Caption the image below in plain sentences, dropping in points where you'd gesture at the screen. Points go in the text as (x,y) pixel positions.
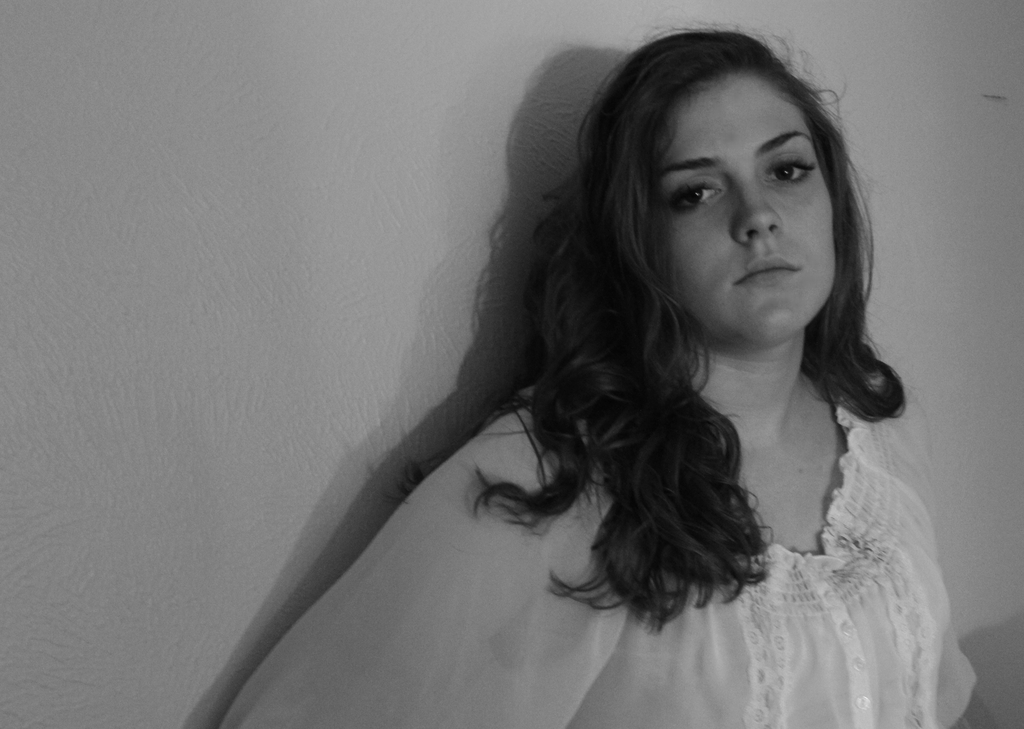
This image is a black and white image. In the background (170,514) there is a wall (532,83). In the middle of the image (621,362) there is a woman (688,519).
